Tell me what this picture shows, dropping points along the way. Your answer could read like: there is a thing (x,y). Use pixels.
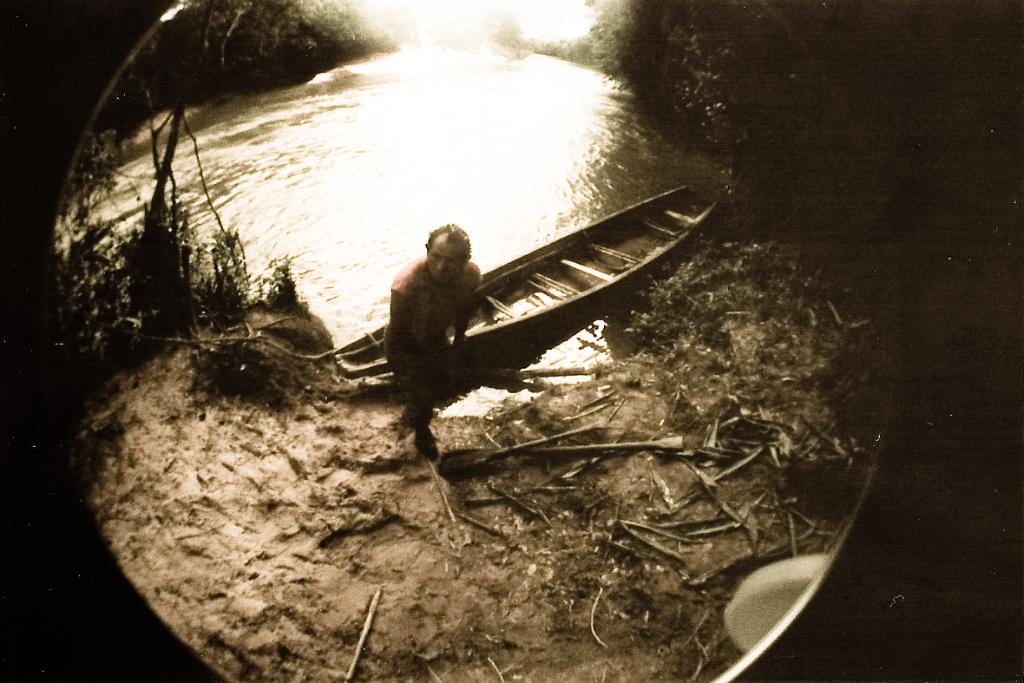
In this image we can see river (497,226), boat (549,273), person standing on the ground (472,427) and trees (208,195).
